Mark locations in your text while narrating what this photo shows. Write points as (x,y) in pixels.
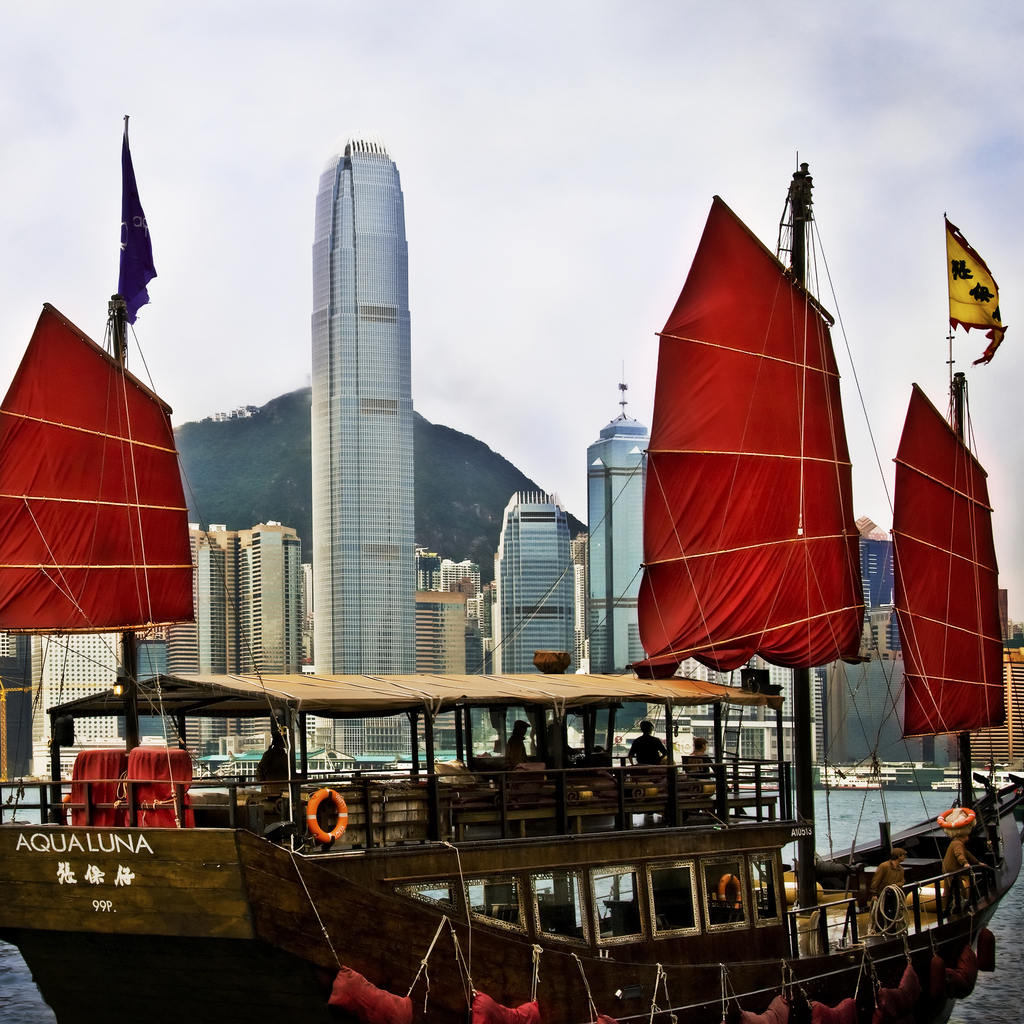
We can see ship (911,560) above the water (42,1018) and there are people (659,754) in a ship (412,719). We can see sail (780,541), flags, ropes (863,802) and tubes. In the background (505,349) we can see buildings (639,548) and sky (735,77).
